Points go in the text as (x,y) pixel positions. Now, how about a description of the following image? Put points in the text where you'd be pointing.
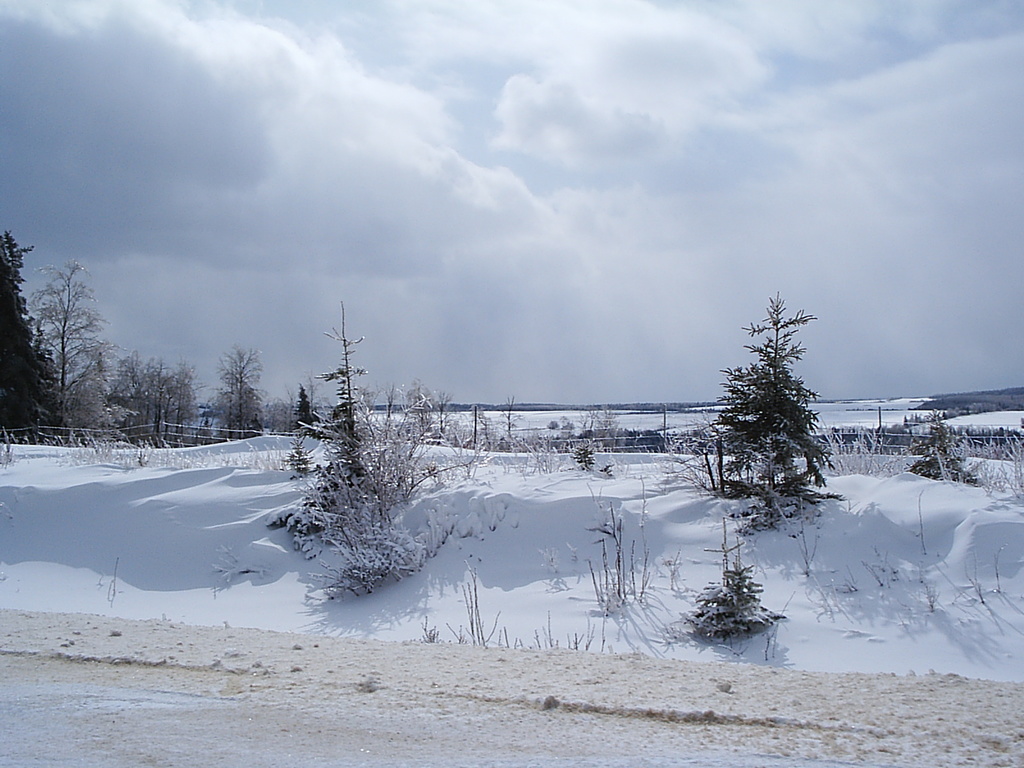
In this image, we can see some trees (187,379) and plants (369,539). There are clouds (591,67) in the sky (636,75).
